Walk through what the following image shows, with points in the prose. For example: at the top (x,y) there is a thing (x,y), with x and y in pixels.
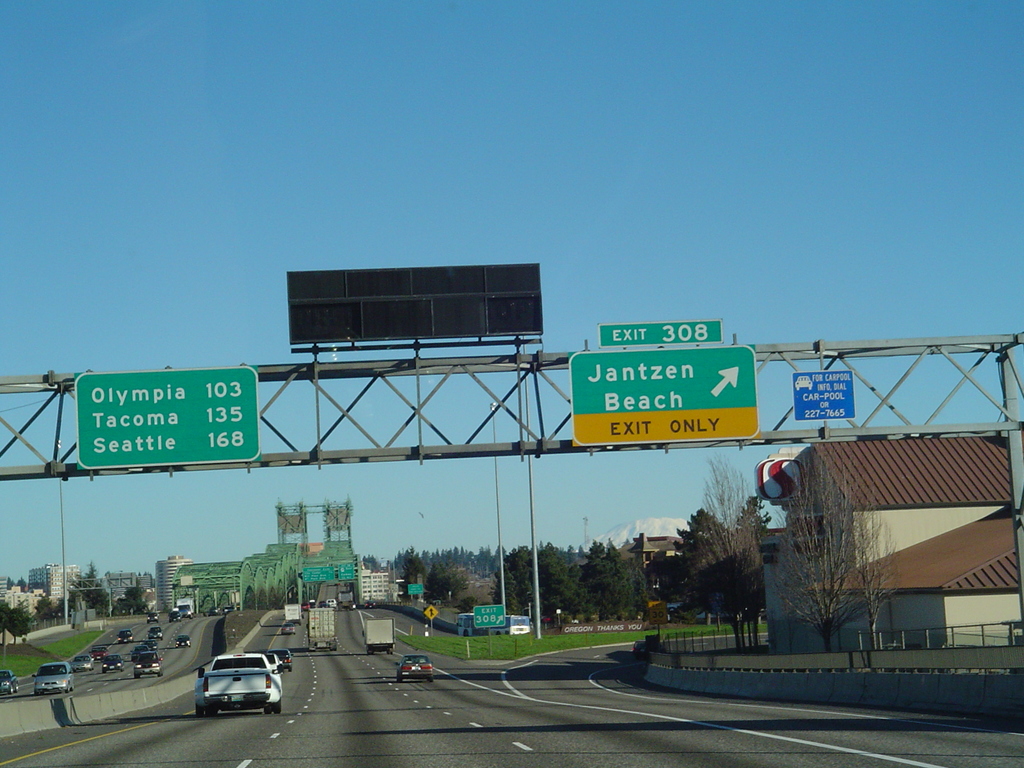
In this image I can see few vehicles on the road (583,690) and I can also see few boards (706,368) attached to the poles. In the background (152,358) I can see few buildings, trees (615,615) in green color and the sky (349,161) is in blue color.
